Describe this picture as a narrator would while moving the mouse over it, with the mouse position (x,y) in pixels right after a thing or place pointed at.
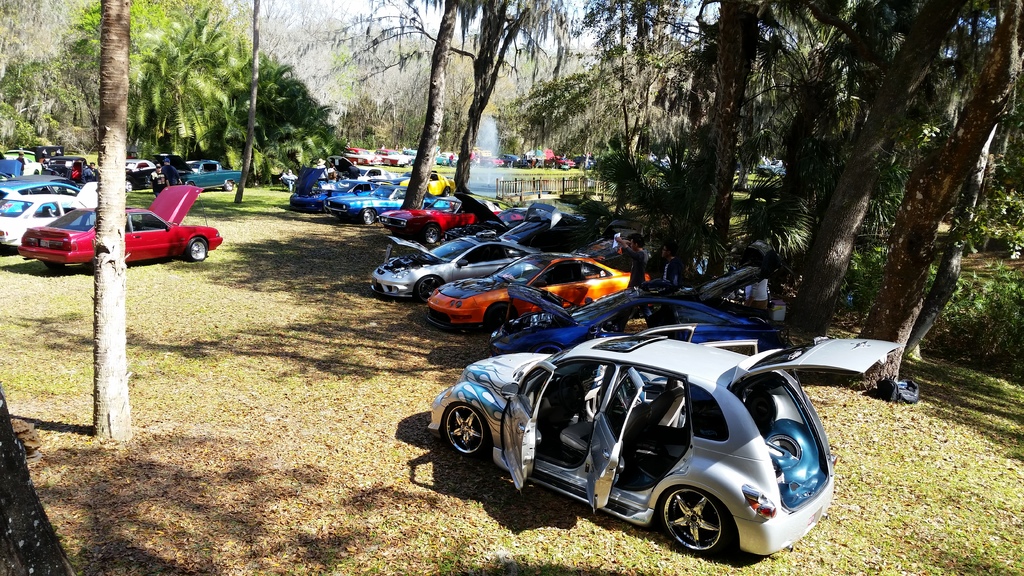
In this image we can see some cars (495,385) with different colors are parked, there are some trees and in the background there is a sky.
